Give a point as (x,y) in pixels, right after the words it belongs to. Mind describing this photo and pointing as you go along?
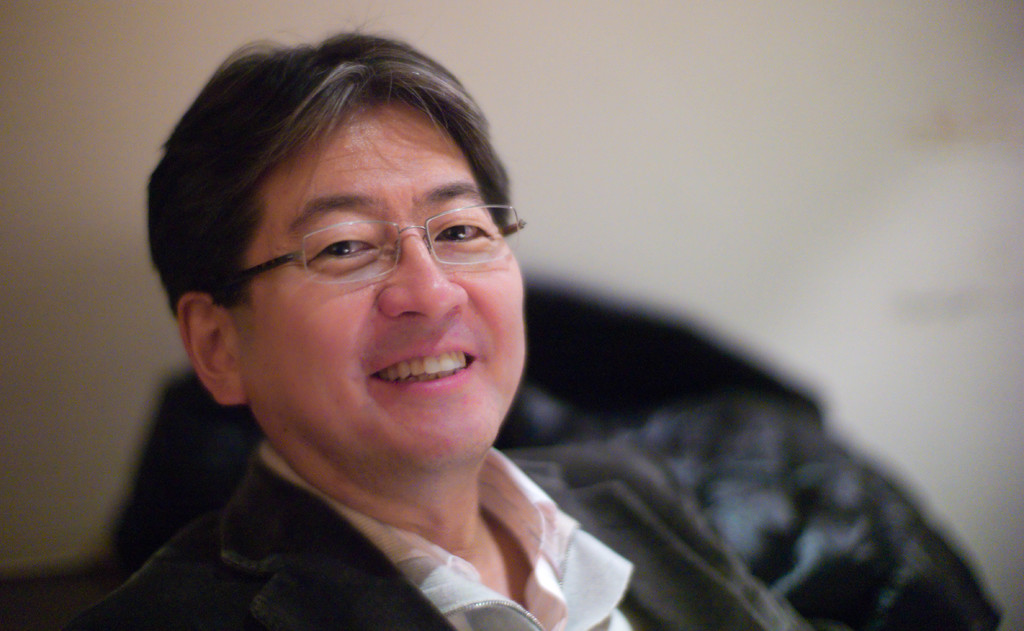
In the picture we can see a man (178,274) sitting on the chair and smiling and he is wearing a black color blazer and a white shirt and in the background (859,452), we can see a black substance (857,452) and a wall (814,245) which is white in color.
